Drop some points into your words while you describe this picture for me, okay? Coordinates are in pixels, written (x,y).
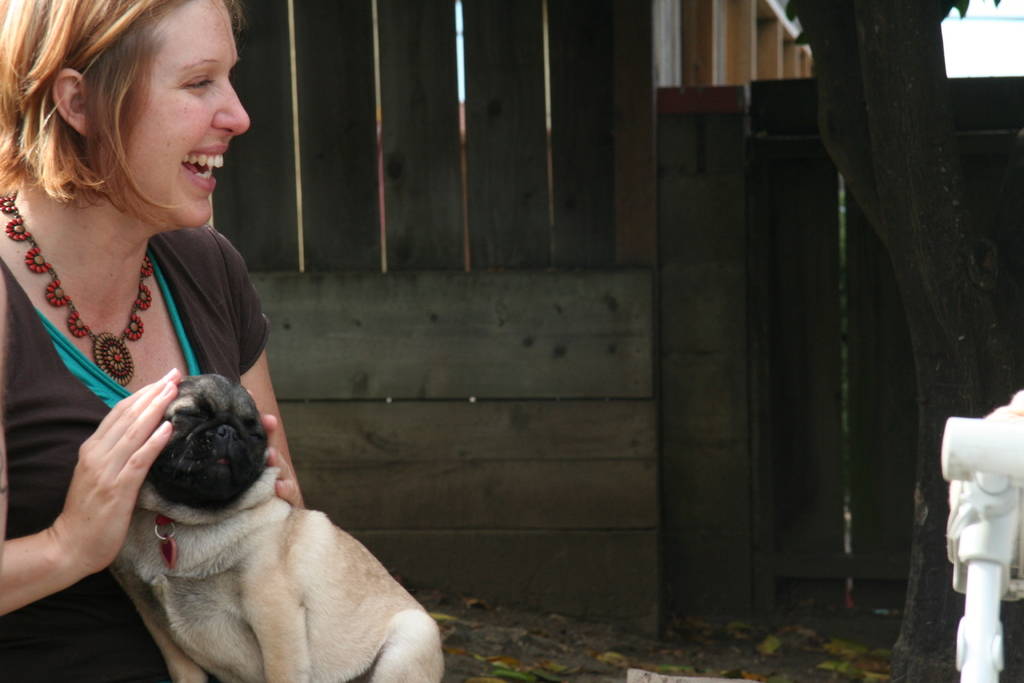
there is woman (87,499) catching a dog (212,403) and laughing.
